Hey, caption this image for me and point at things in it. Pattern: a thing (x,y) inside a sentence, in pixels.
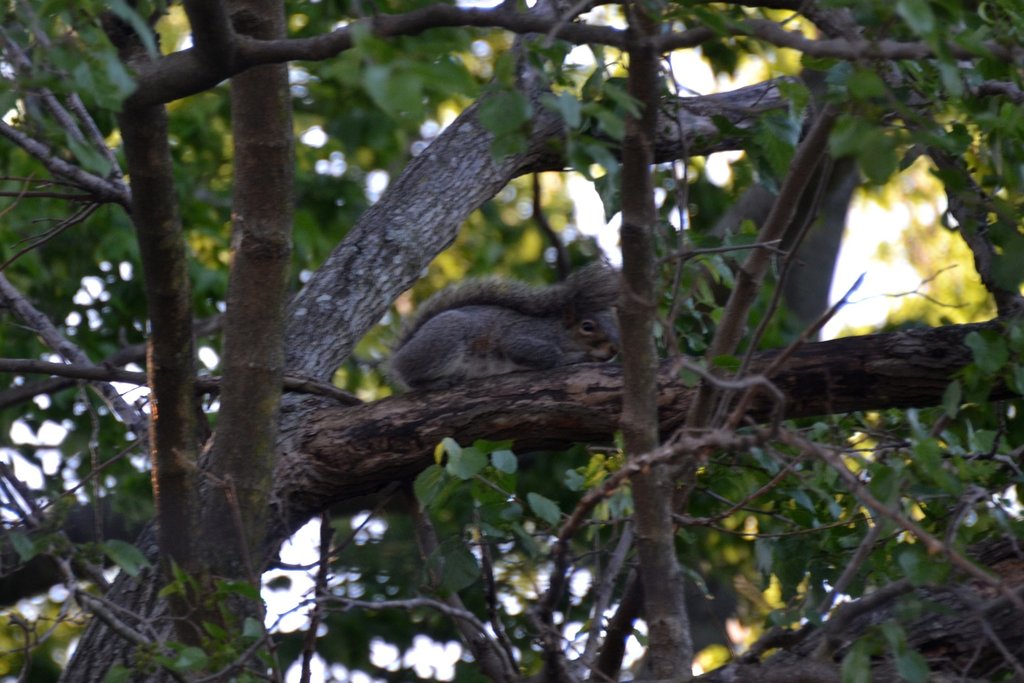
In this picture we can see a gray squirrel (511,334) on the tree branch (408,403). In the back (952,311) we can see trees (711,119). On the right (832,548) we can see leaves (979,132).
